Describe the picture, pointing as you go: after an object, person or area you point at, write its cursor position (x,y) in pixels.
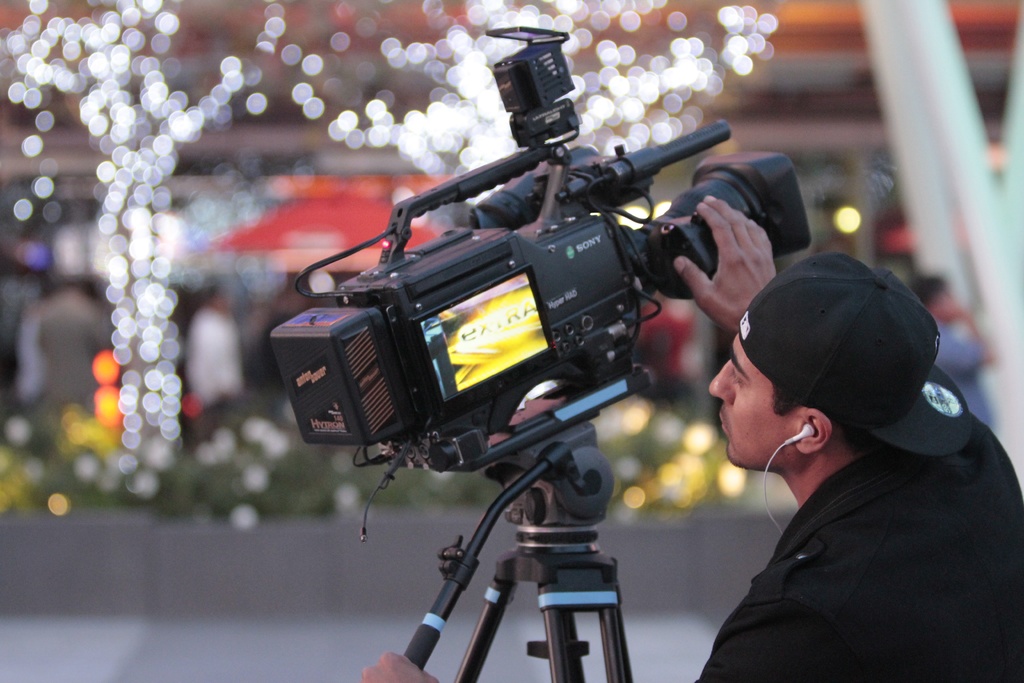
The person (868,547) in black shirt (832,552) worn cap (880,308) and holding a camera (689,225). This is a camera stand (580,586).
